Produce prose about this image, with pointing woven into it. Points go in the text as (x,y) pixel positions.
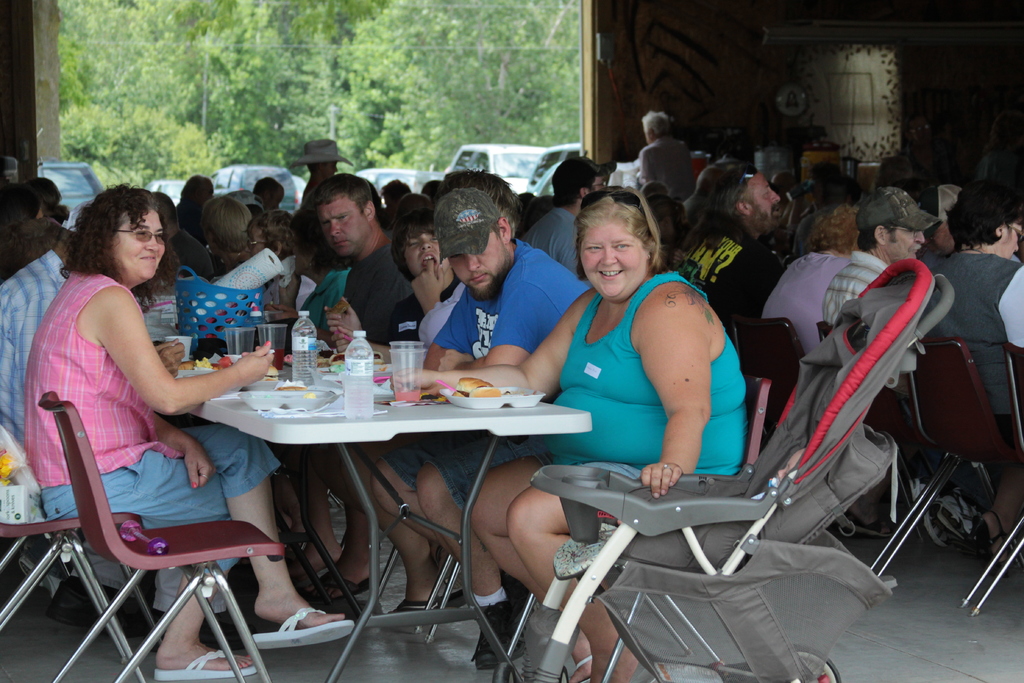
This image consists of tables (453,417) and chairs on which people (496,315) are sitting. On the table (424,423) there are water bottles (351,387), Cup (401,357), plates (463,405), eatables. There are trees (314,88) on the top (465,135). There is a baby chair (793,517) at the bottom right (762,591).
